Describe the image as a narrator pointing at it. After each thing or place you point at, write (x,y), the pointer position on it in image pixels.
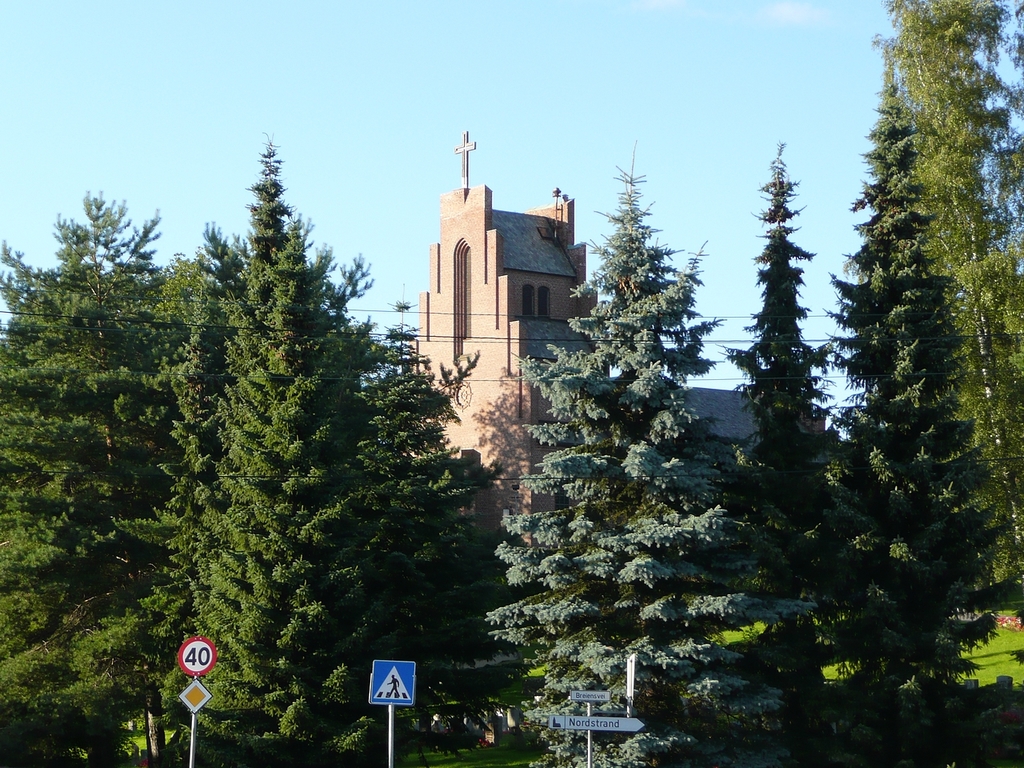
In this image I can see few boards (406,683) to the poles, few trees (460,606) which are green in color, some grass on the ground (962,657) and few buildings (529,412). In the background (613,176) I can see the sky (347,108).
